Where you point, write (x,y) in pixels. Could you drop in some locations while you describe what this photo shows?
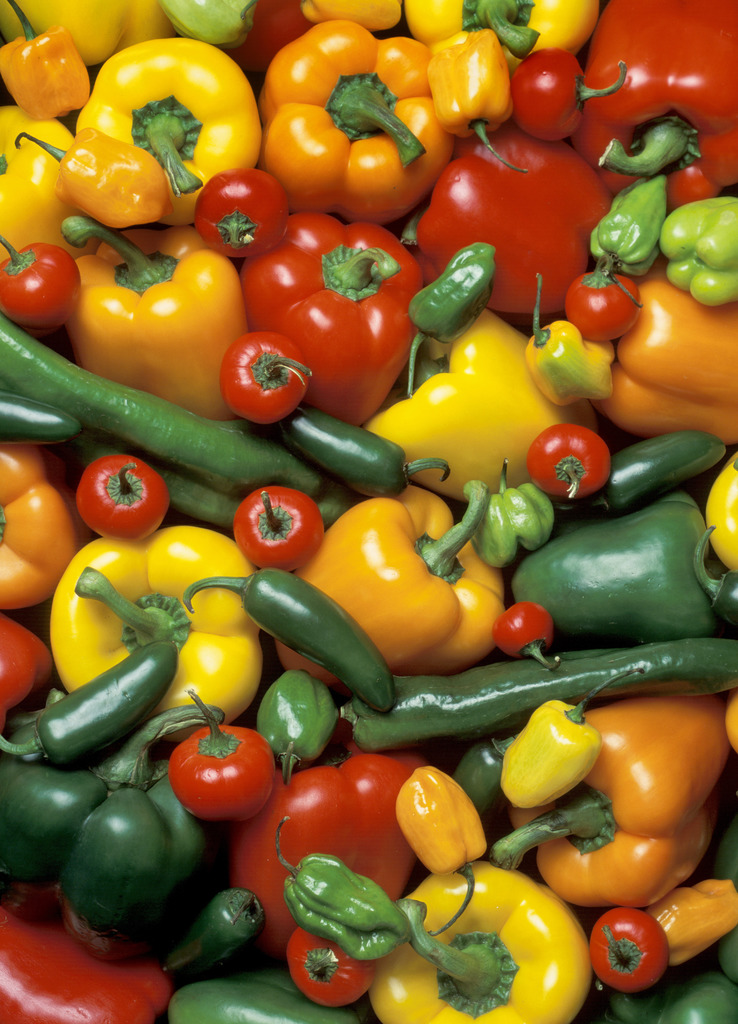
In this image there are some capsicums (243,657), and green chilies (498,754).
